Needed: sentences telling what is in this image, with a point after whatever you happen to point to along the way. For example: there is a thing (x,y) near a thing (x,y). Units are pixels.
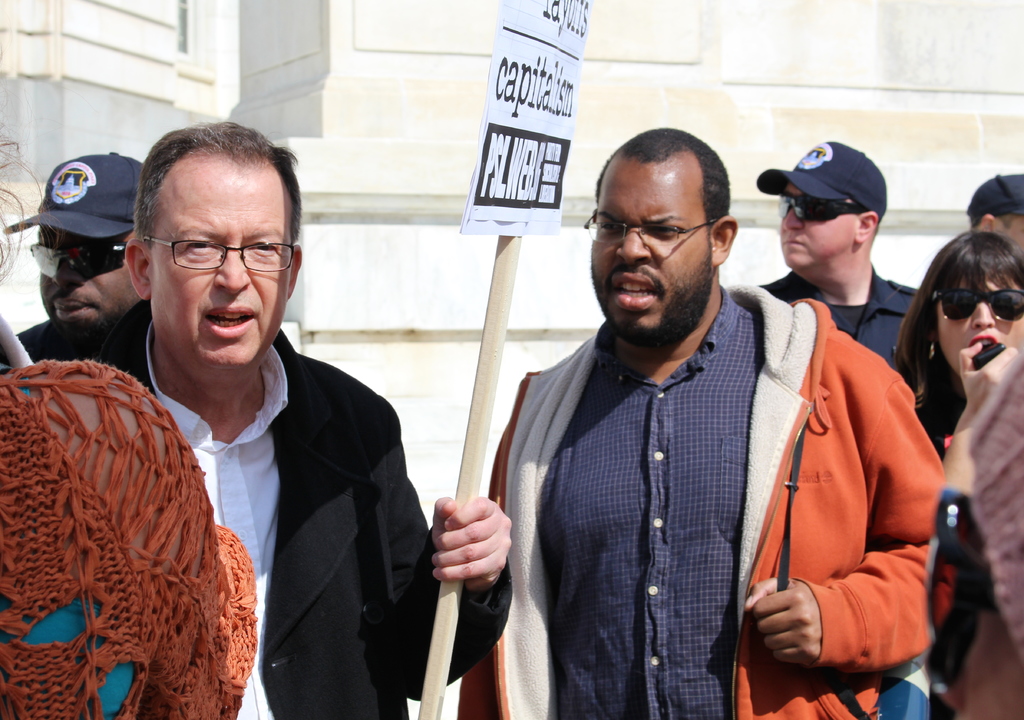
This man (279,479) wore jacket (396,468) and holding a board (535,105). Here we can see people (136,305). Background (440,110) there is a white wall (385,171).
